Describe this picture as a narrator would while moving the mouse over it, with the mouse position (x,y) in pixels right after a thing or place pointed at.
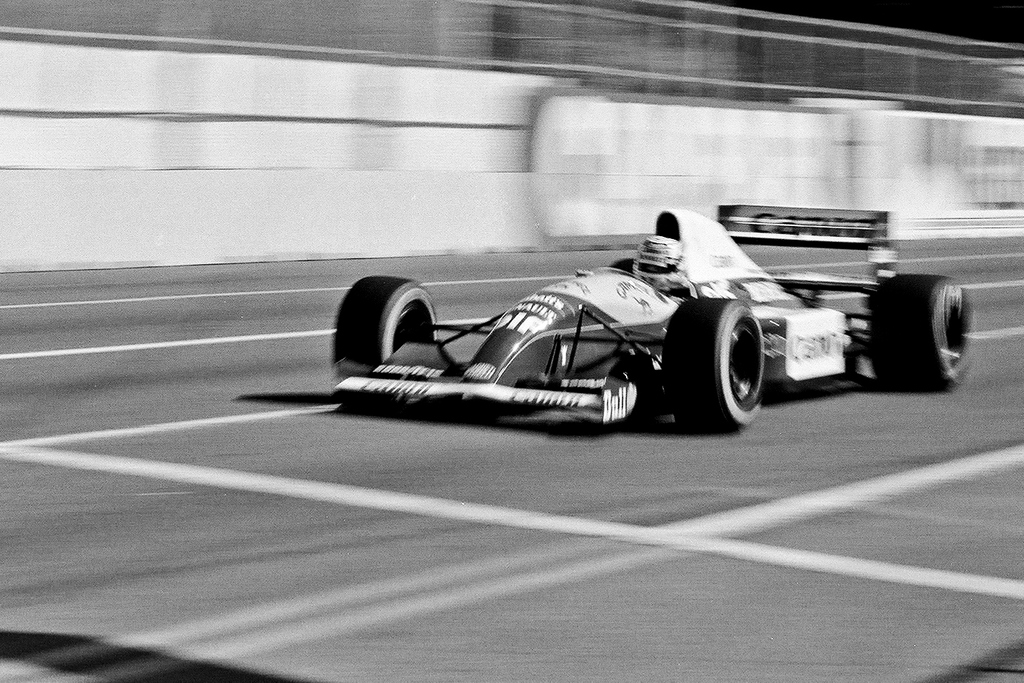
Background (968,111) portion of the picture is blur. In this picture we can see a vehicle (955,297) on the road (536,459). This is a black and white picture.
